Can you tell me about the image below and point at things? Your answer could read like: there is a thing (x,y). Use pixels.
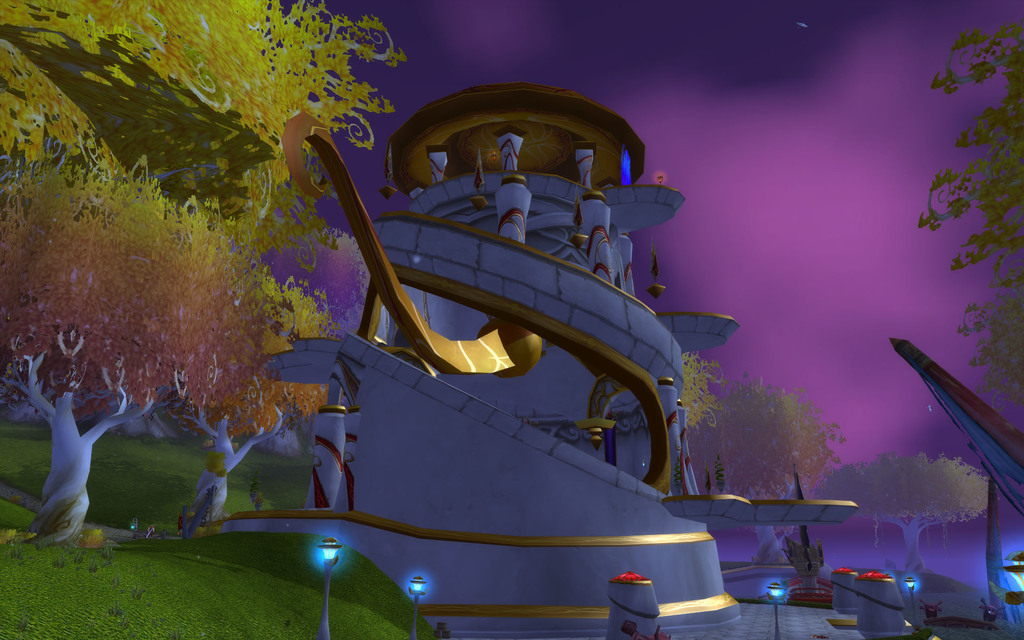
In the image we can see there is an animation picture in which there is a building (572,420) and there are trees (150,383). There are street light poles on the ground (218,559) and the ground (238,589) is covered with grass (248,595).
